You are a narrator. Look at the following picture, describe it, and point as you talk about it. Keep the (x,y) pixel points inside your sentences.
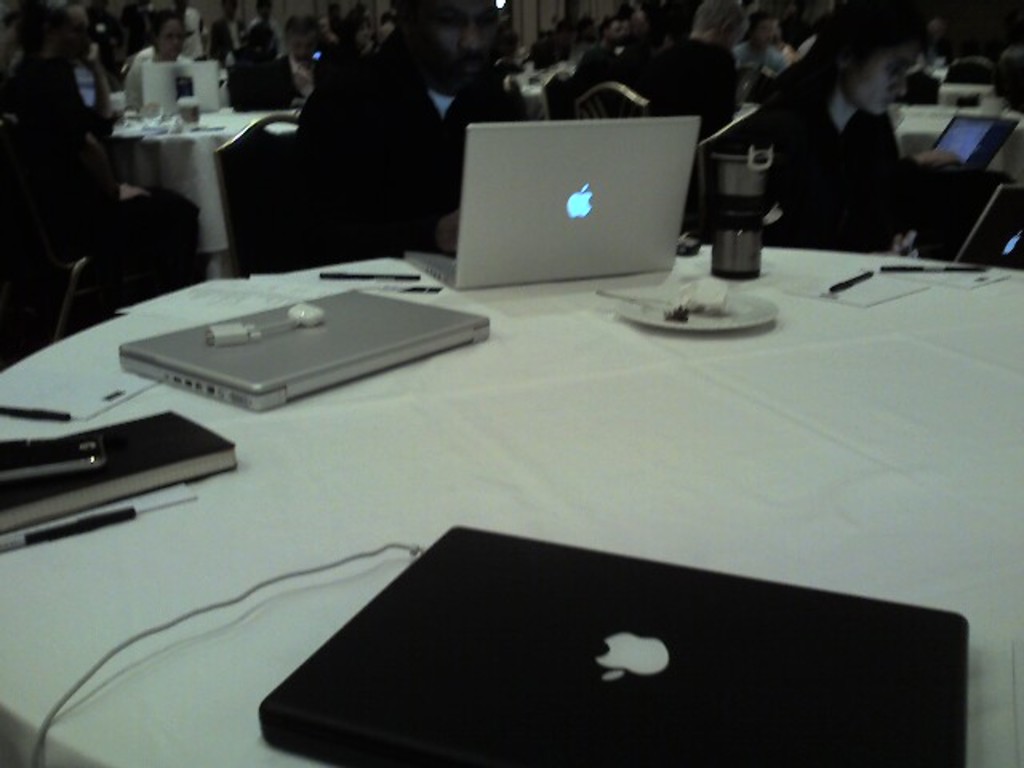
Here I can see a table (357,452) which is covered with a cloth (638,439). On the table (420,498) there are few laptops (288,347), books (115,469), pens (53,415), plate (672,305) and some other objects (749,234) placed. In the background (394,82), I can see a crowd of people (761,119) sitting on the chairs (270,205) and also there are few tables (944,98).
